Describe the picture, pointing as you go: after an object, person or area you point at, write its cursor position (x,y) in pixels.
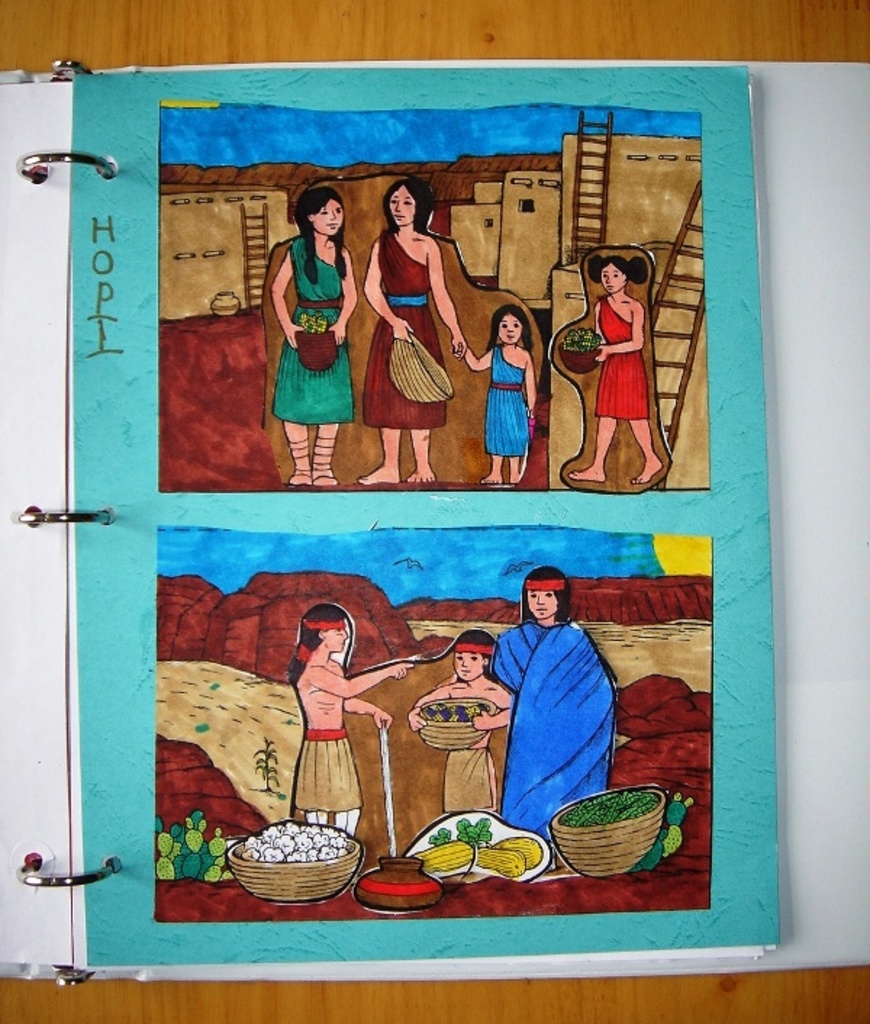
We can see book (213,958) on the wooden surface (277,990), on this paper (456,450) we can see painting (493,242) of people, ladders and baskets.
